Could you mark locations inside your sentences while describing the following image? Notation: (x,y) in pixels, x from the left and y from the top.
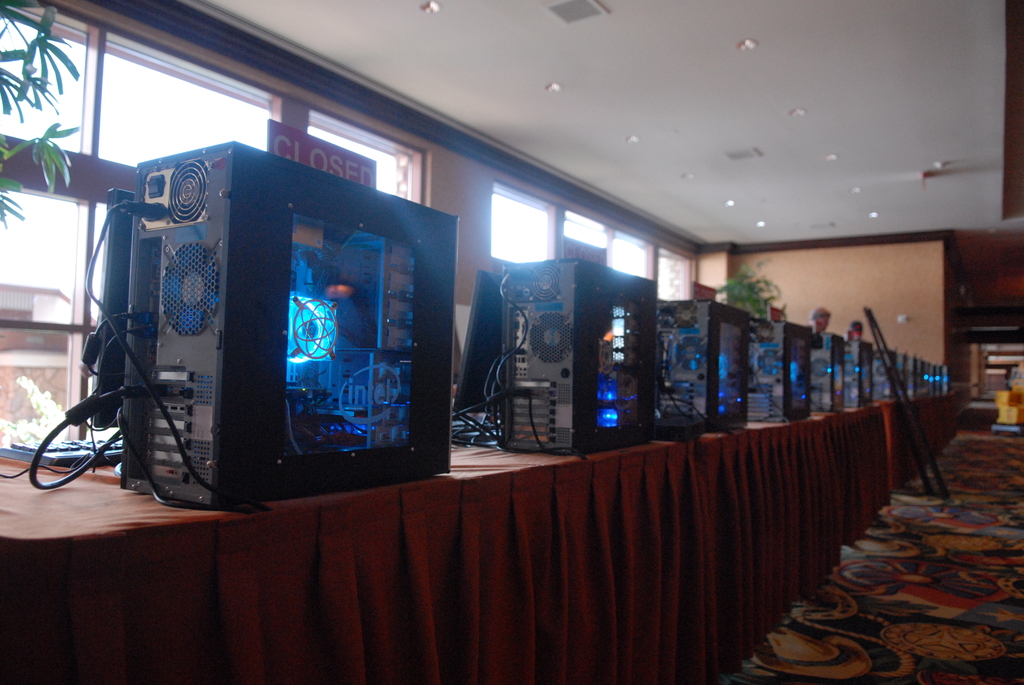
In this image there are a few objects (579,361) are arranged on the table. On the left side of the image (52,164) we can see the leaves (46,155) of a tree (65,156), there are a few people (825,331) standing behind the table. In the background (400,149) there is a wall (433,197) with windows (400,183). At the top of the image (734,135) there is a ceiling (757,115) with lights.
